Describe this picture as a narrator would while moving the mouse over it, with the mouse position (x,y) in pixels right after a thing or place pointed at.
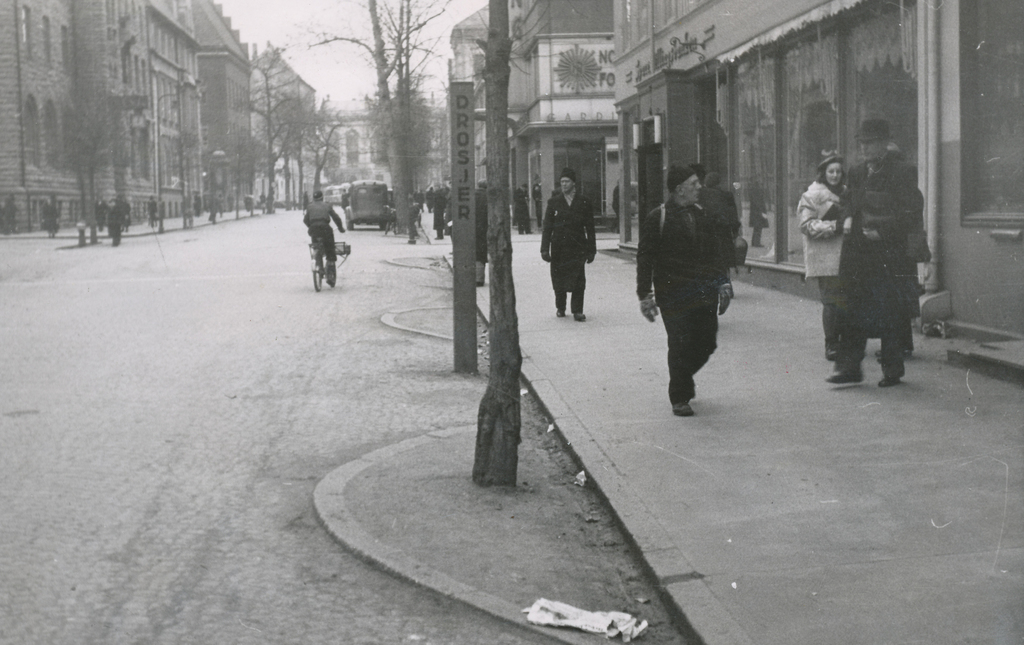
In the picture we can see a road (314,323) on it, we can see cars (359,219) and a person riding a bicycle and on the either sides of the road (38,246) we can see the path (143,227) and people (115,229) walking and standing on it and near it, we can see trees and poles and buildings (756,252) with windows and glasses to it, and in the background (338,116) we can see a building (336,169) and a sky (335,71).
